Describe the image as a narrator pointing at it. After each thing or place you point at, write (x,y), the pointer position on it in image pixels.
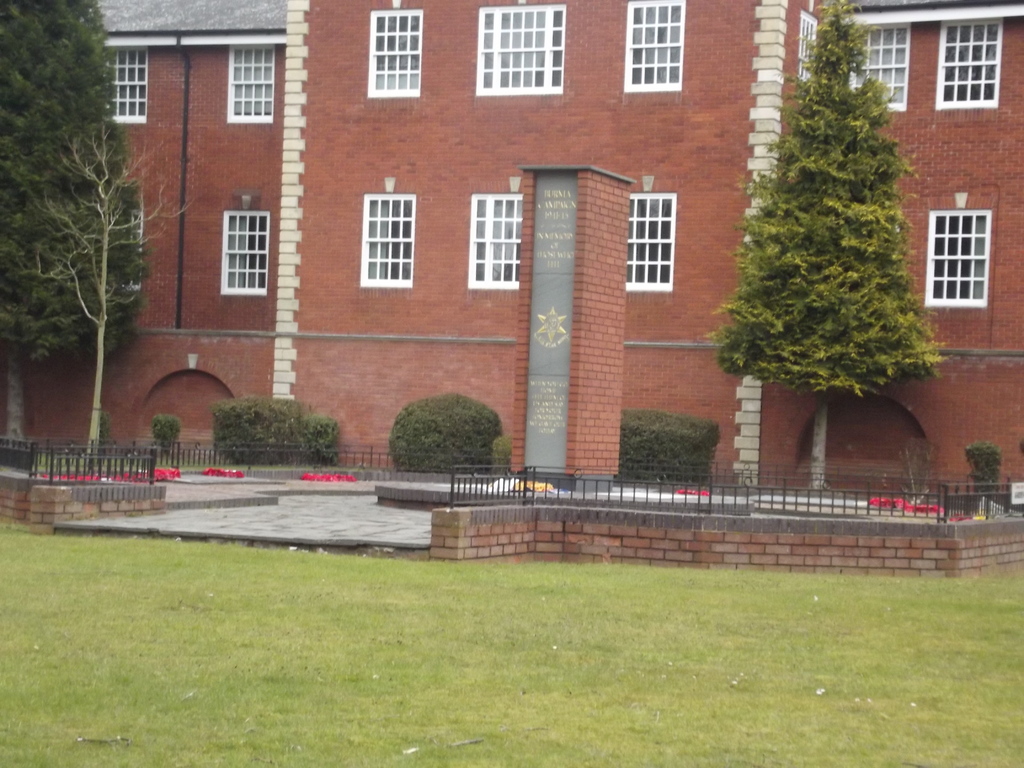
As we can see in the image there are buildings (514,47), windows (670,72), plants (472,427), trees (93,213), fence (848,491) and grass (428,595).
